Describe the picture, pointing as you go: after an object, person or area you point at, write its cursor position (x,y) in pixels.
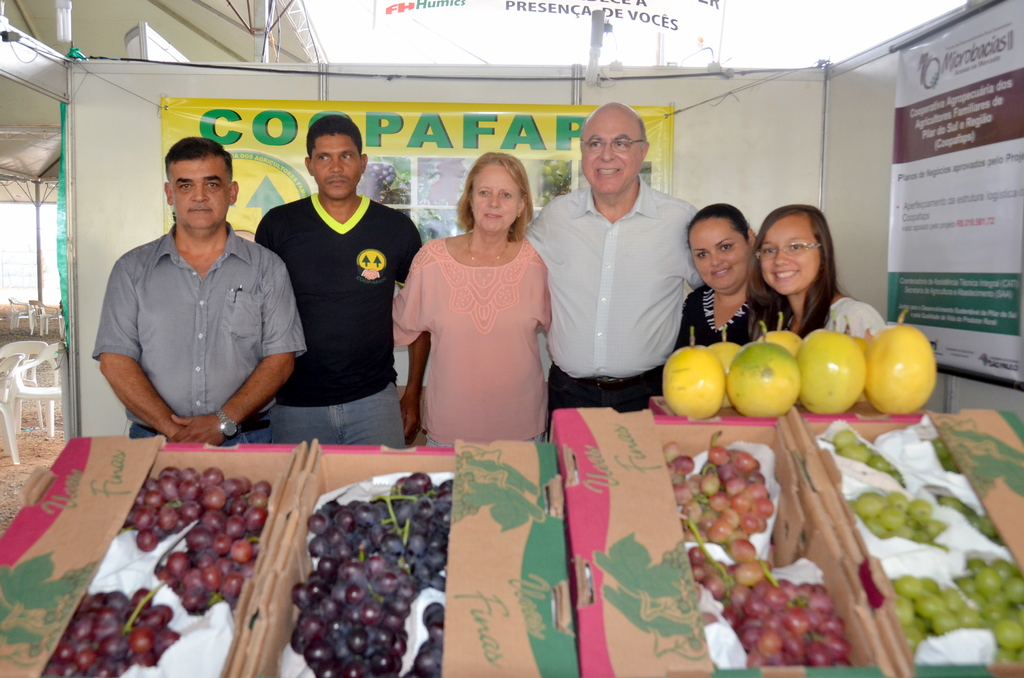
In this image few persons (524,379) are standing behind the boxes (267,631) having few grapes (978,522) in it. There are different colours of grapes (976,621) in boxes (580,433). Right side (752,406) there are fruits (741,352) on the box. Behind it there are two women (800,322). A person (598,274) wearing a white shirt (630,309) is having spectacles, beside him there is a woman (504,343) standing. Behind them there is a banner (480,114) attached to the wall (699,157). Left side (0,346) there are few chairs (34,376) on the land (58,424) which are under the tent (6,135).
